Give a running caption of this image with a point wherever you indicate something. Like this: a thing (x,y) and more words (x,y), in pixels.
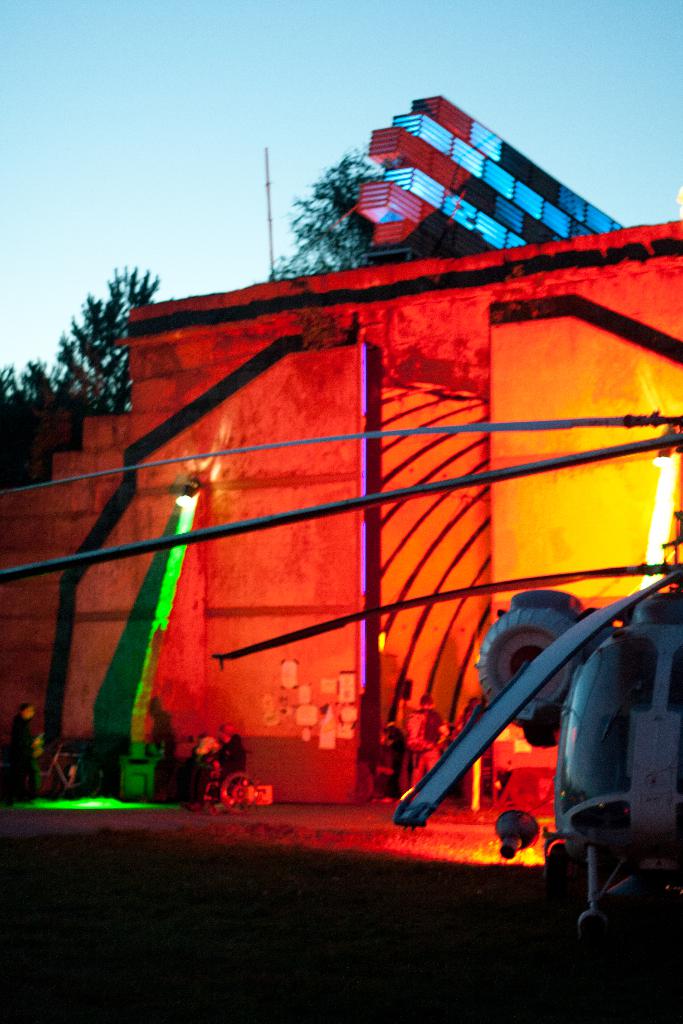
In this image we can see a helicopter (639,761). In the background (620,595), we can see a wall (310,501), people (30,751) and objects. At the top of the image (169,80), we can see the sky (303,62). Behind the wall (69,471), we can see trees (70,355).
